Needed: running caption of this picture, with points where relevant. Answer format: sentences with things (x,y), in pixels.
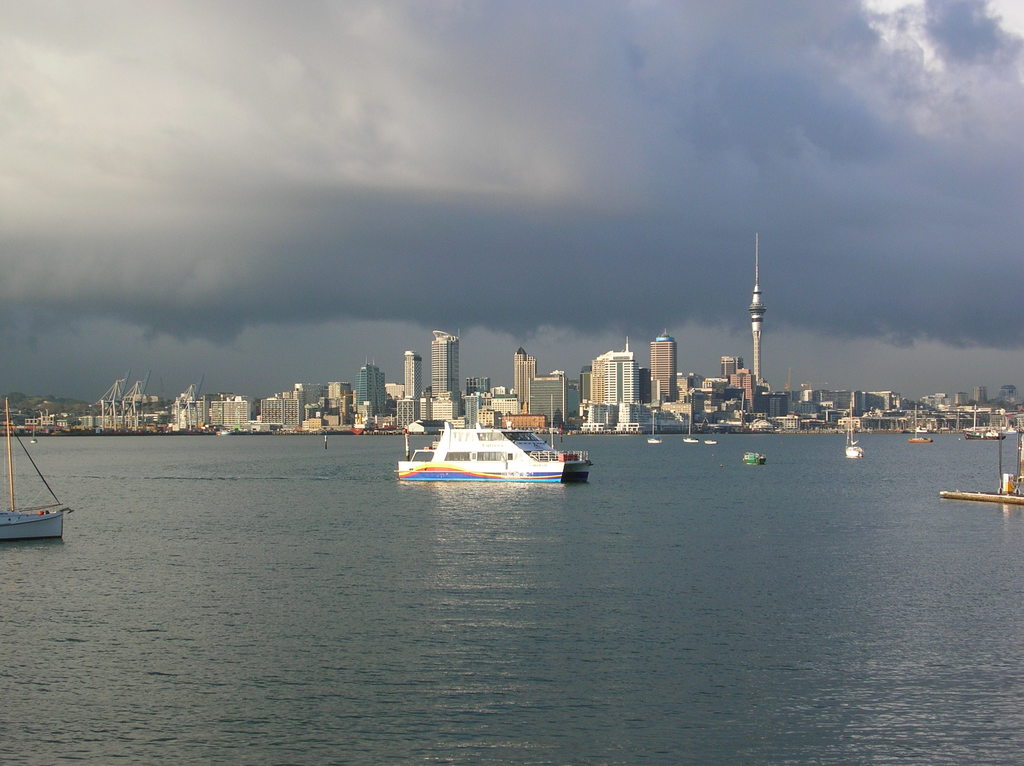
Above this water (529,516) there are boats (471,448). Background (238,408) we can see buildings (454,401) and cloudy sky (537,178).
